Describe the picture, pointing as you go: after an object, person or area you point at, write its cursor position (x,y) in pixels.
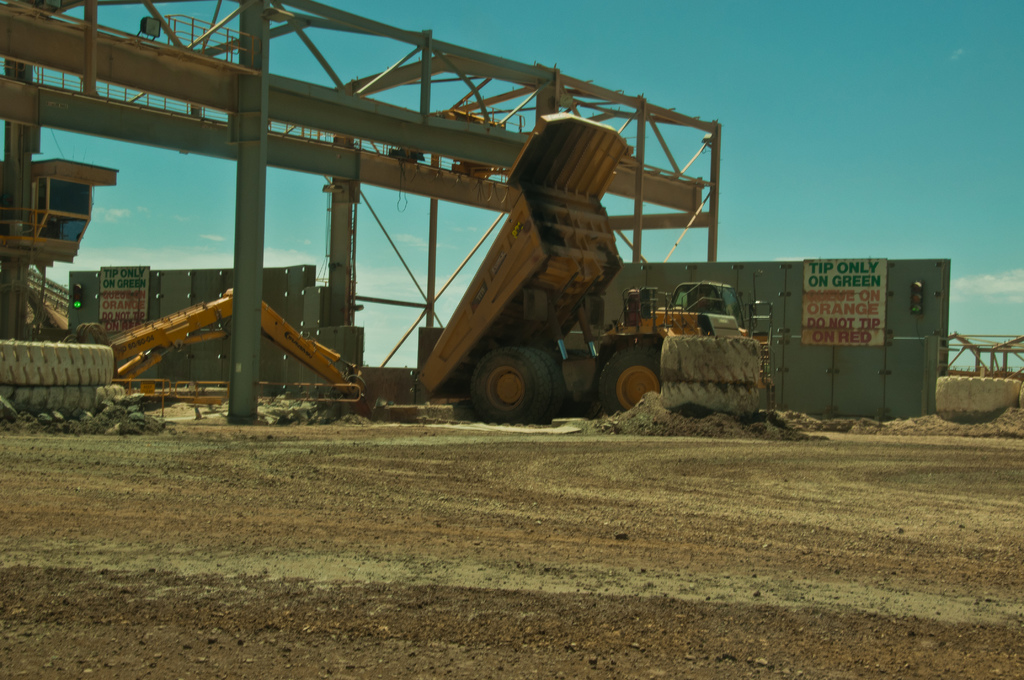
In the center of the image (571,355) there is a vehicle (561,370) on the ground (316,582). On the left side of the image (51,370) there is an equipment (57,288), tyres (51,391). On the right side of the image (742,340) we can see tyres (981,386) and wall (900,347). At the top (624,126) there is a machinery (415,66). At the bottom (450,518) we can see road (306,596). In the background (830,152) there is a sky (805,134).
